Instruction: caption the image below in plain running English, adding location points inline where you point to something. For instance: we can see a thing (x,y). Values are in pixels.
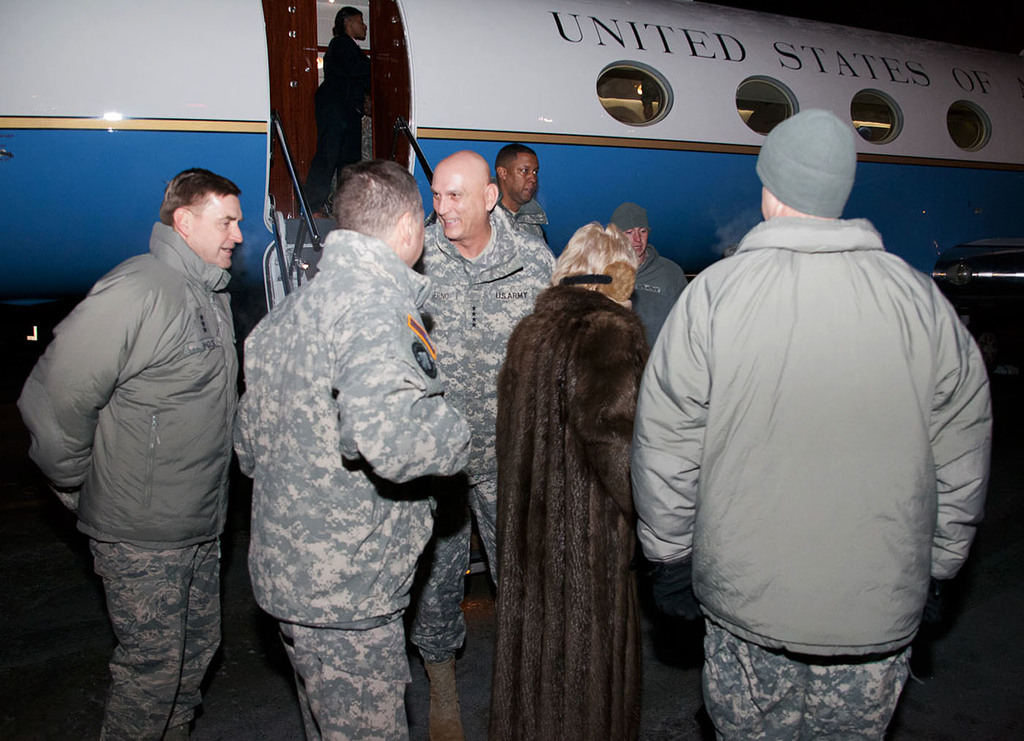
As we can see in the image there is a plane (152,38), stairs (284,279) and few people (513,329) here and there. The image is little dark.
